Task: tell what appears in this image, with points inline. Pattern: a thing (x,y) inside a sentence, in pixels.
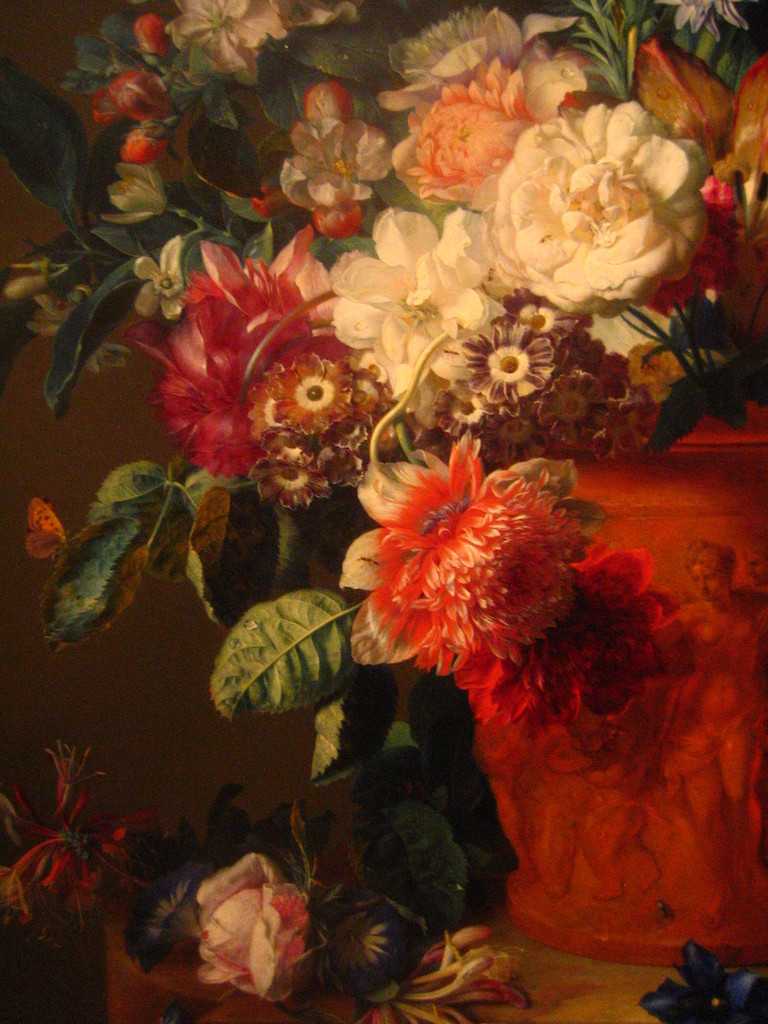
In the image we can see there is a poster (428,523) and there is a painting (491,495) of flowers (384,323) on the plant (384,323). The plant (560,617) is kept in the vase (672,737) and there is a painting (607,768) of people (568,740) standing on the vase (568,740). The vase (568,740) is kept on the table (535,1018).
